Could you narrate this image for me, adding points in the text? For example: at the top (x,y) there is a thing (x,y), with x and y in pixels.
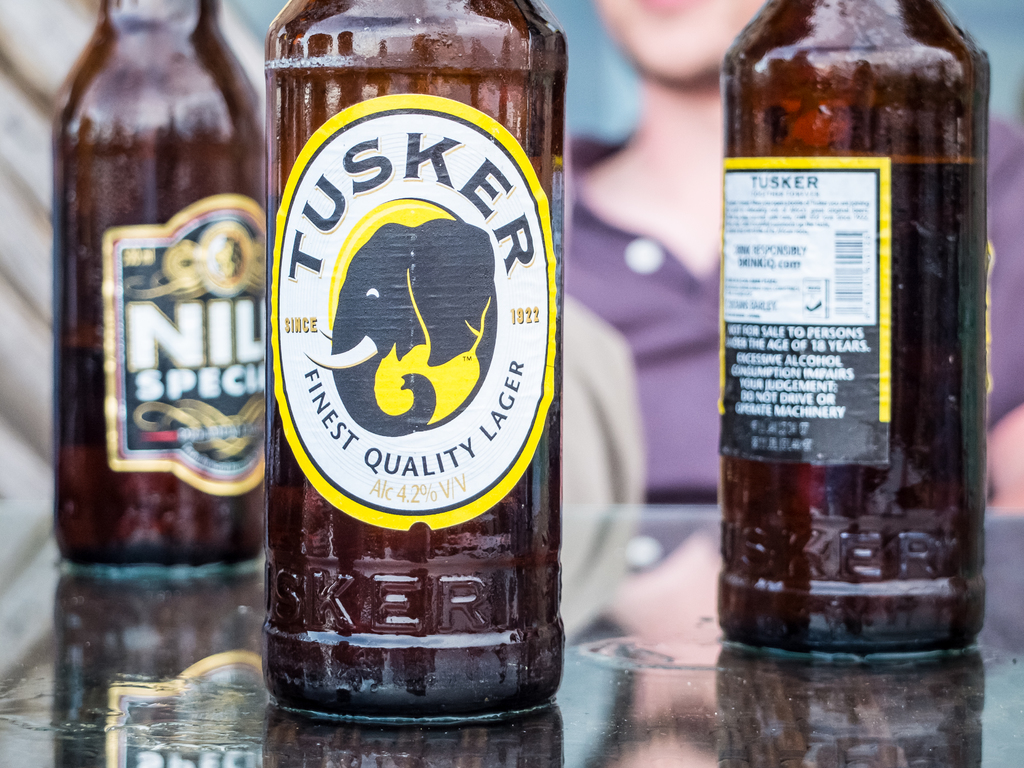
in this picture a beer bottle (201,317) on a table (156,590), and here it is a beer bottle (352,95) with a logo (439,440), and here is a beer bottle (755,130) precautions (752,346) written on it. and behind it a person (658,312) is sitting on a chair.
